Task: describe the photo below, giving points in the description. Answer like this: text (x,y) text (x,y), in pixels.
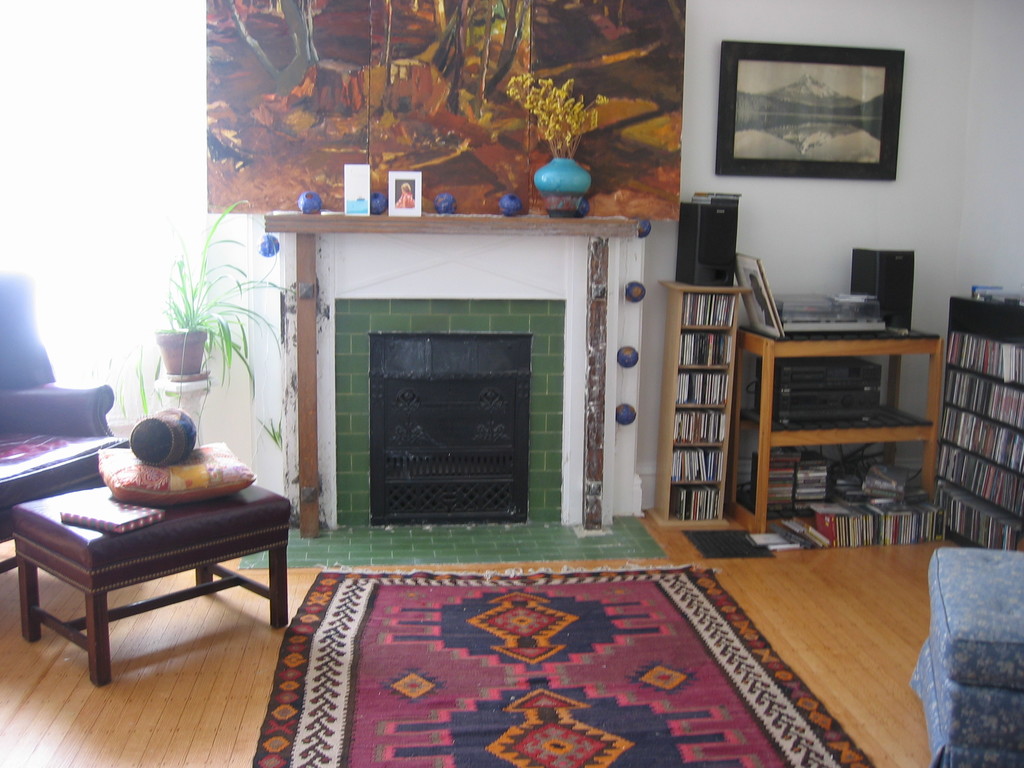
The image is inside the room (511,547). In the image we can see on left side (225,371) plants (206,327), flower pot (195,335), couch (86,411), table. On table (107,490) there are pillow (123,482), book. On right side (895,426) there is a shelf (1003,372) with some books (969,361), wall (880,197), frame (863,110). On bottom (689,620) there is a mat (689,627), in middle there is a painting (490,195), flower pot (563,182), frame (405,202).
